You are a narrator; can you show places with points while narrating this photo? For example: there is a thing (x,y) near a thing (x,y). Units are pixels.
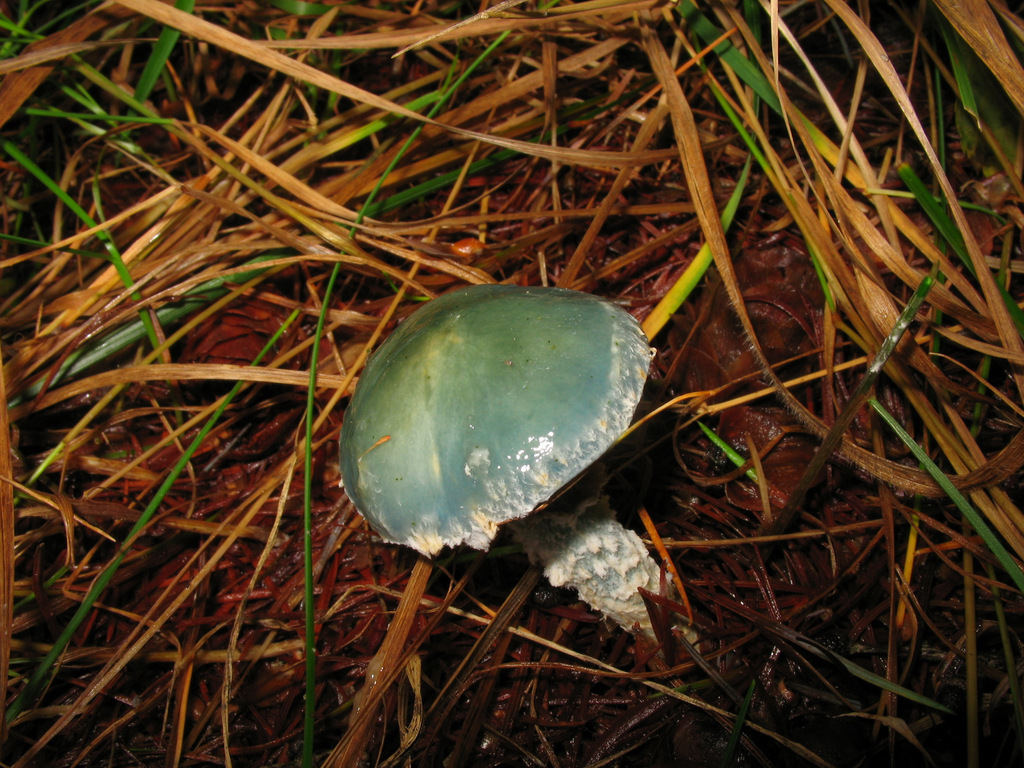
In this picture we can see a mushroom (431,464) and grass (282,163).
